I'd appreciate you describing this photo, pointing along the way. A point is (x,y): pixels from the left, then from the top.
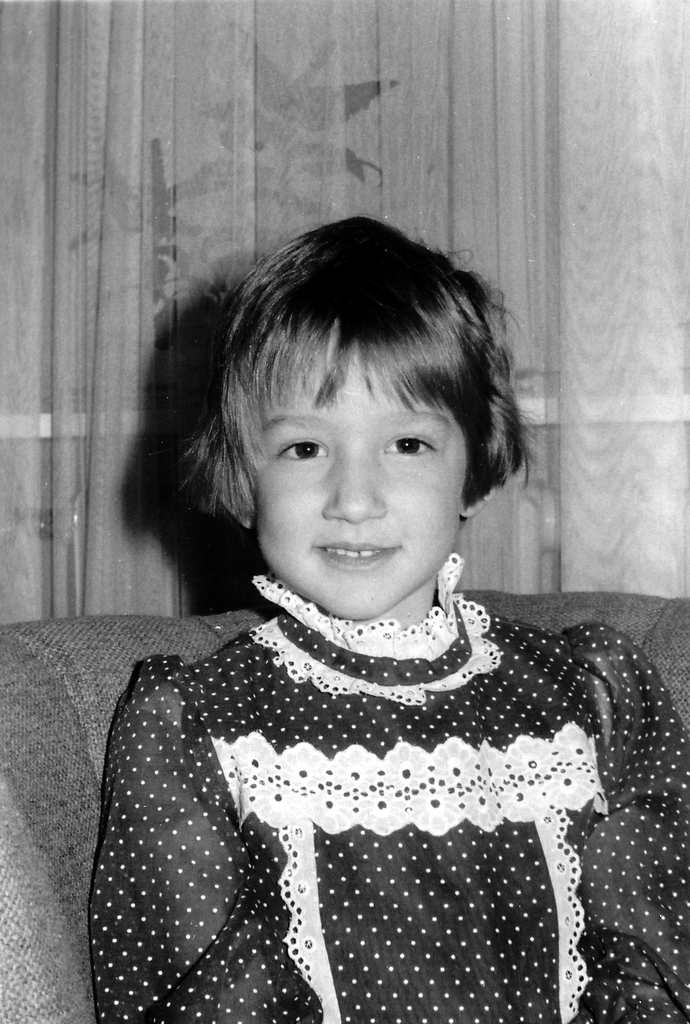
This is a black and white picture, in this image we can see a person (411,708) sitting on the sofa (35,686), in the background (211,354) we can see a curtain (316,174).
